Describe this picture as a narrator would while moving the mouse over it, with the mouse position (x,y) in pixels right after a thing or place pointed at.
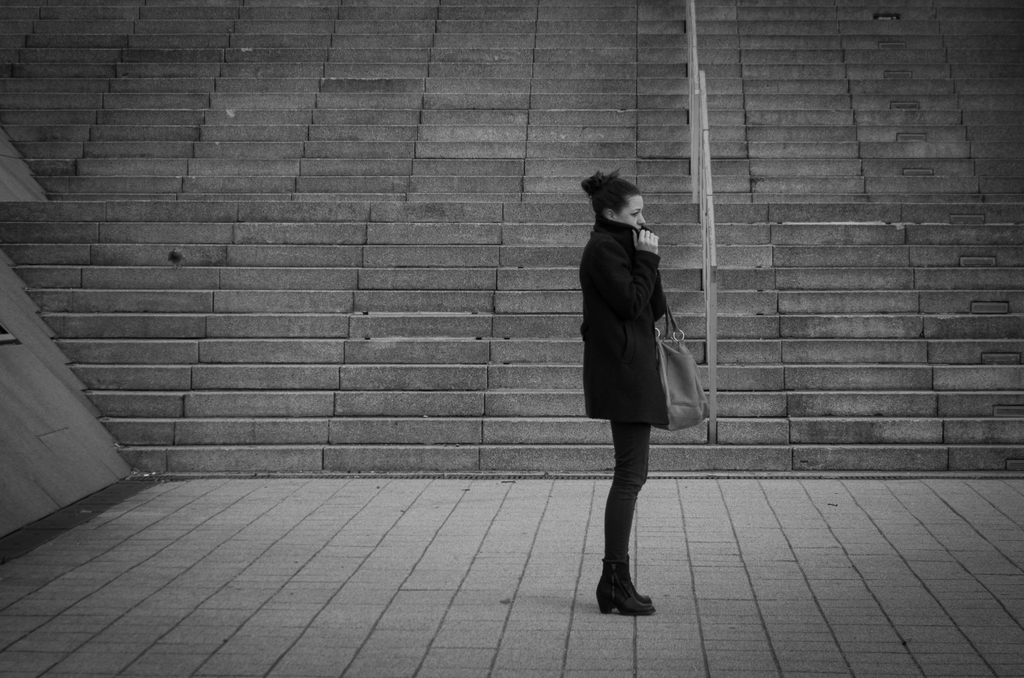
In this image there is a woman (610,357) standing, she is holding a bag (691,417), there is ground (614,618) towards the bottom of the image (571,568), there are staircase (490,278) towards the top of the image (543,117), there is a metal object (693,51) towards the top of the image (693,157), there is an object (45,424) towards the left of the image (55,422).
